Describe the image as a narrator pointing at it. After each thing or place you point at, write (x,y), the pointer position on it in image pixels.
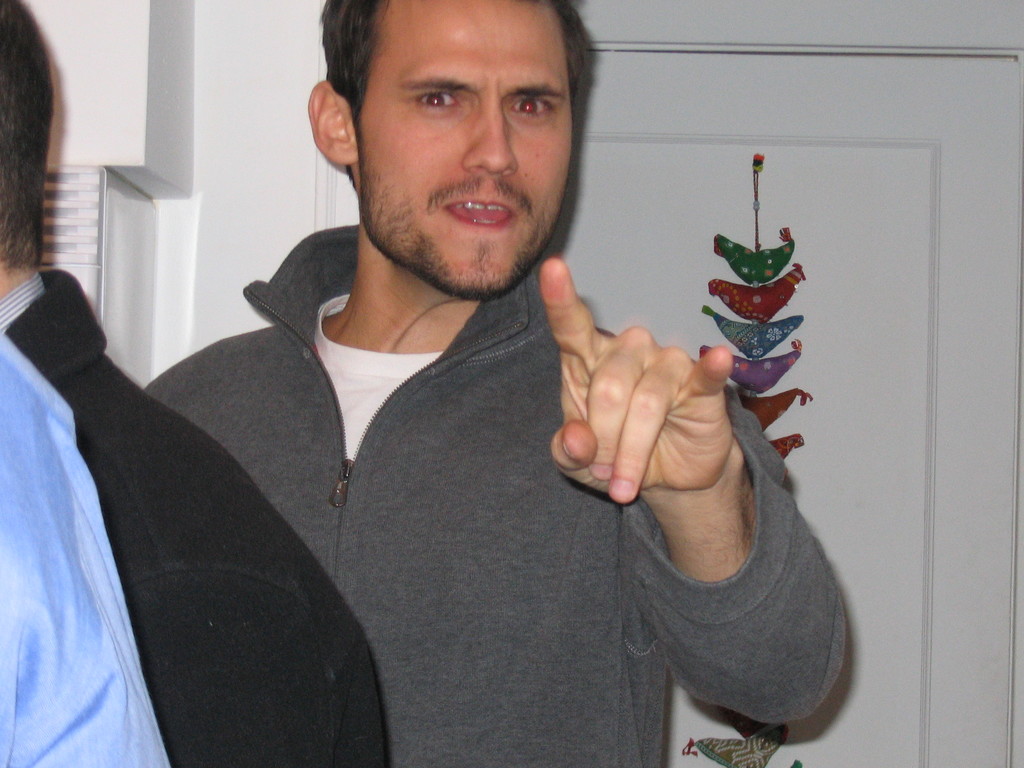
In the picture I can see people (346,455) are standing among them the man (288,419) in the front (518,427) is wearing a jacket (482,497) and a white color t-shirt (363,395). In the background (875,305) I can see white color door (877,316).
